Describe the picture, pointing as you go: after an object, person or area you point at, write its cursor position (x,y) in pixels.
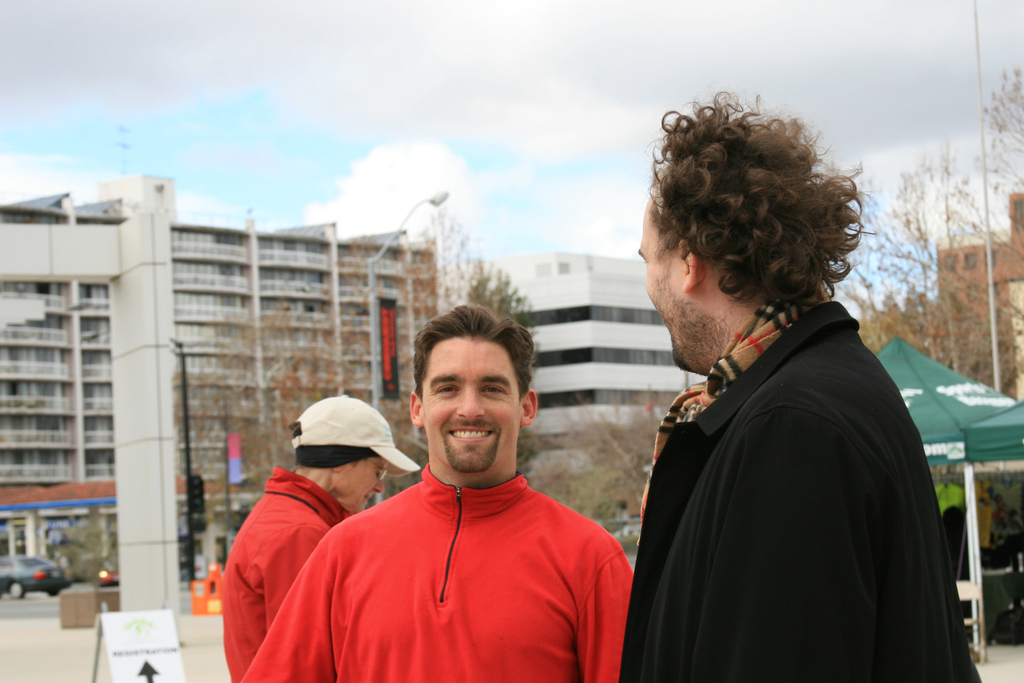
In this image I can see three persons (554,638). In the background (18,468) I can see few buildings (55,474). I can see few trees (951,282). At the top (410,157) I can see clouds (526,99) in the sky (331,172).
